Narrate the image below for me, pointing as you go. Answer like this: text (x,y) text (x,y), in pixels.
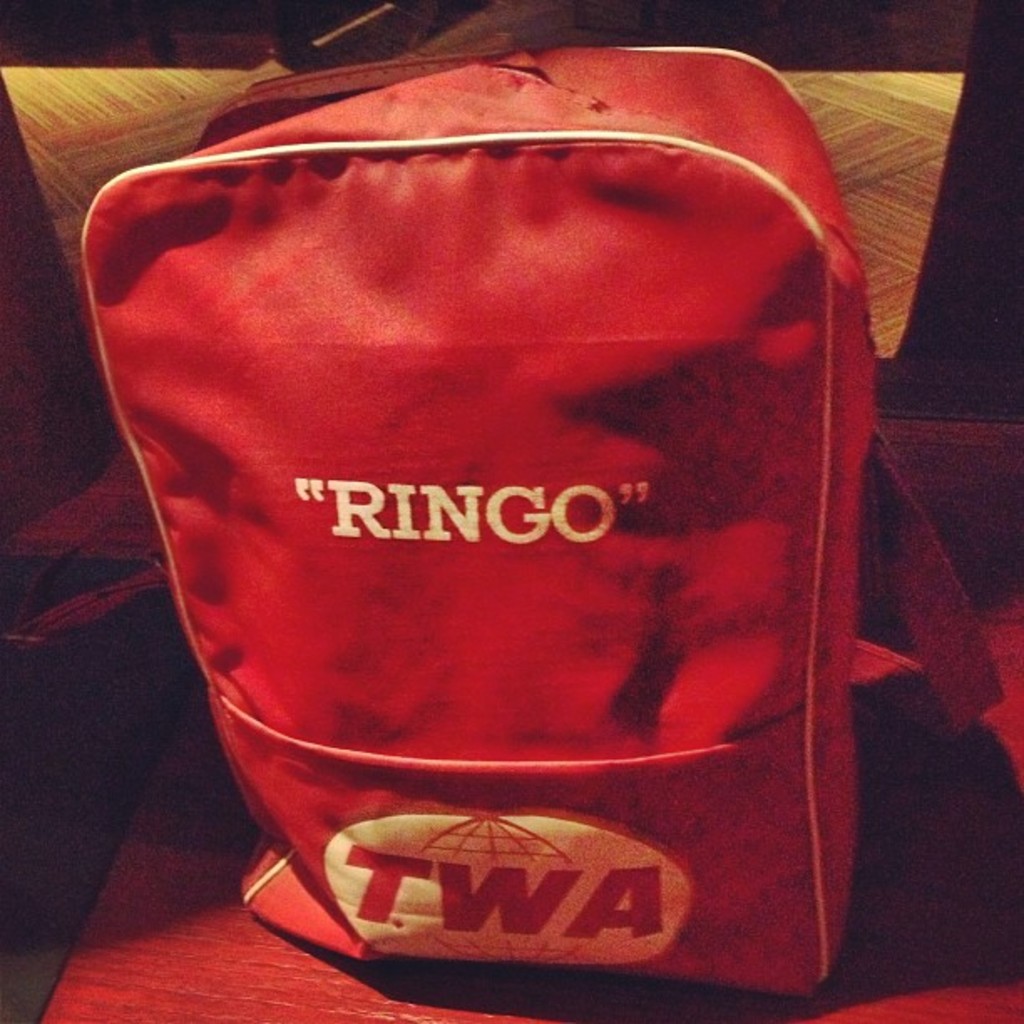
In the image we can see there is red colour bag (435,545) on which it's written "Ringo".
